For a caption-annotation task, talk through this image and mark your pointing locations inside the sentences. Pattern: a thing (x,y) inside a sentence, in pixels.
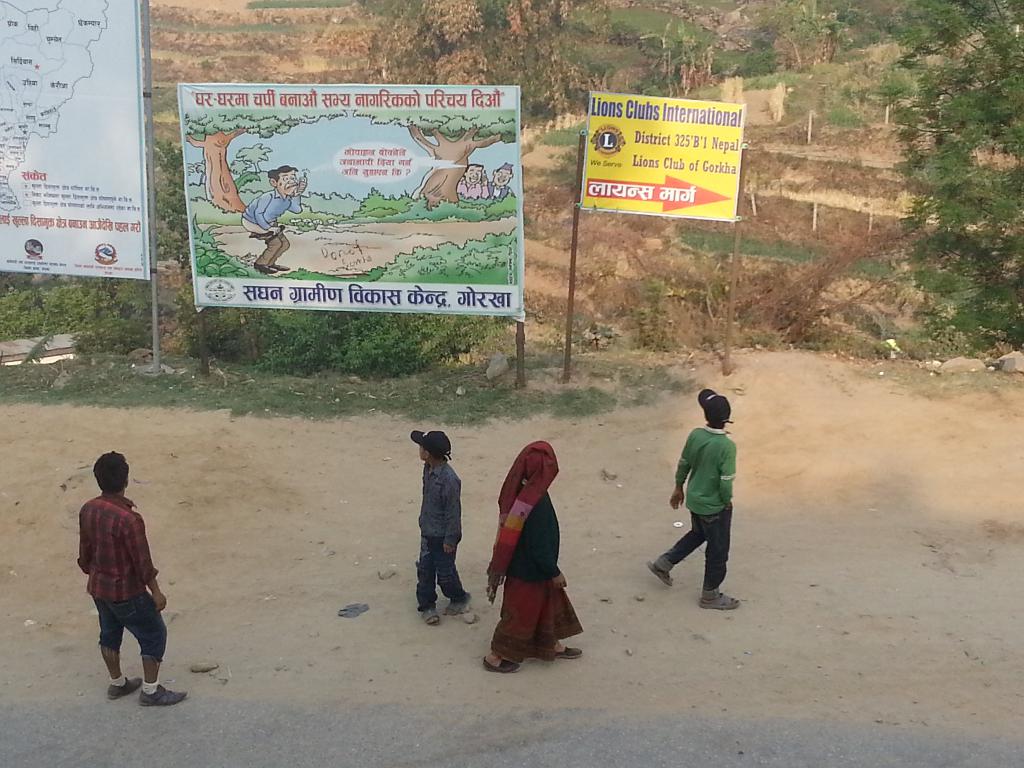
In this image I can see 4 persons (114,469) are standing and I can see two of them are wearing caps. In the background (343,328) I can see grass (388,403), few trees (476,43), few boards (410,130) and on these boards (316,161) I can see something is written.
